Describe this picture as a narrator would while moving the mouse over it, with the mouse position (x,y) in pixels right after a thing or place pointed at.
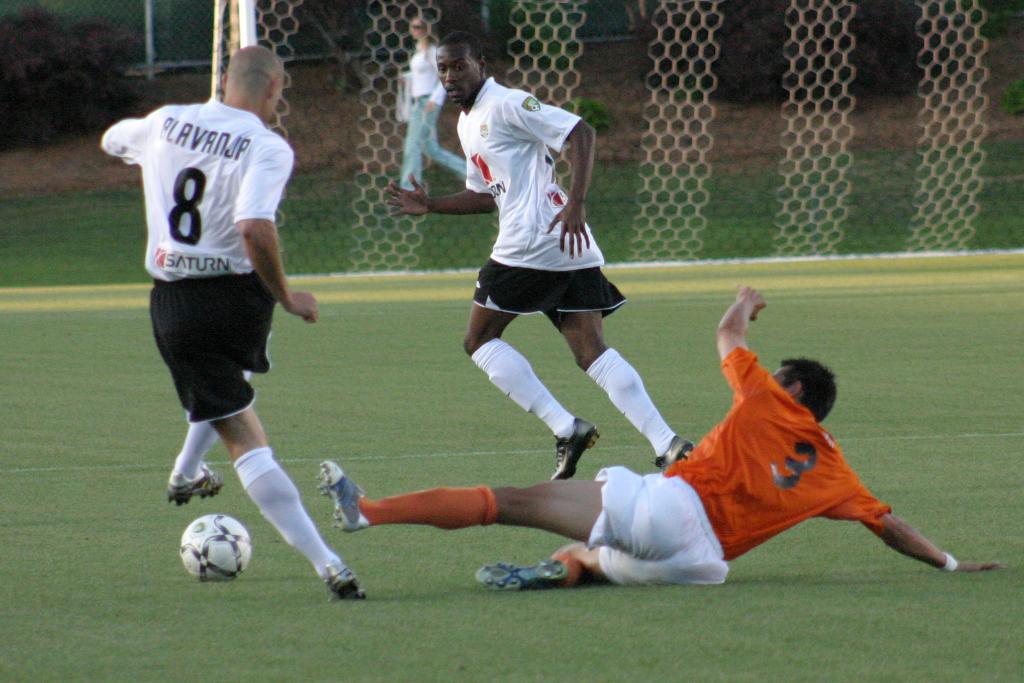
In this image there are three players (221,350) playing soccer in the field (451,332), in front of them there is goal post (527,84), behind that there is a woman (416,65) walking, behind the woman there is a metal mesh fence (147,35) and bushes (63,85).
